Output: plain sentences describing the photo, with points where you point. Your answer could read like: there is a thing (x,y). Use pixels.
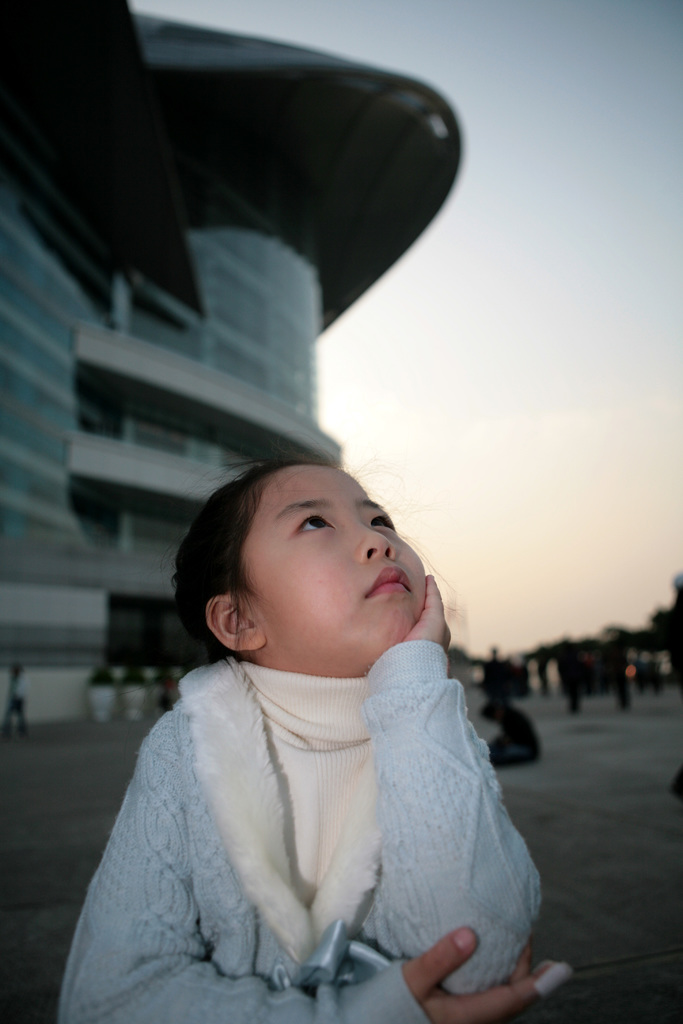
In the picture I can see a girl (340,856) is standing on the ground (52,947). In the background (500,486) I can see a building (164,632), the sky (456,481) and some other objects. The background of the image (132,617) is blurred.
